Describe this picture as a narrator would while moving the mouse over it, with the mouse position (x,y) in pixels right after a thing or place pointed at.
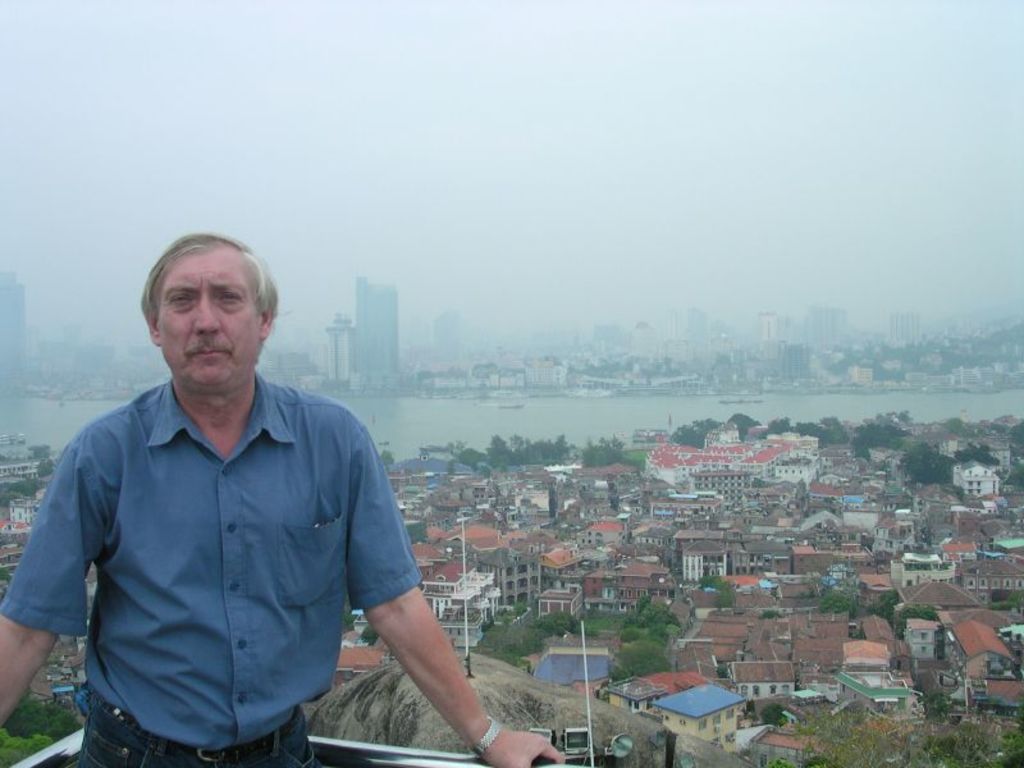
In this image, on the left side (234,498), we can see a man (233,633) wearing a blue color shirt (154,611) is standing. In the background (532,493), we can see some houses (621,539), buildings (583,542), trees (985,342). In the background (595,432), we can also see water (875,393) in a lake (945,410). At the top (605,57), we can see a sky (600,51).
